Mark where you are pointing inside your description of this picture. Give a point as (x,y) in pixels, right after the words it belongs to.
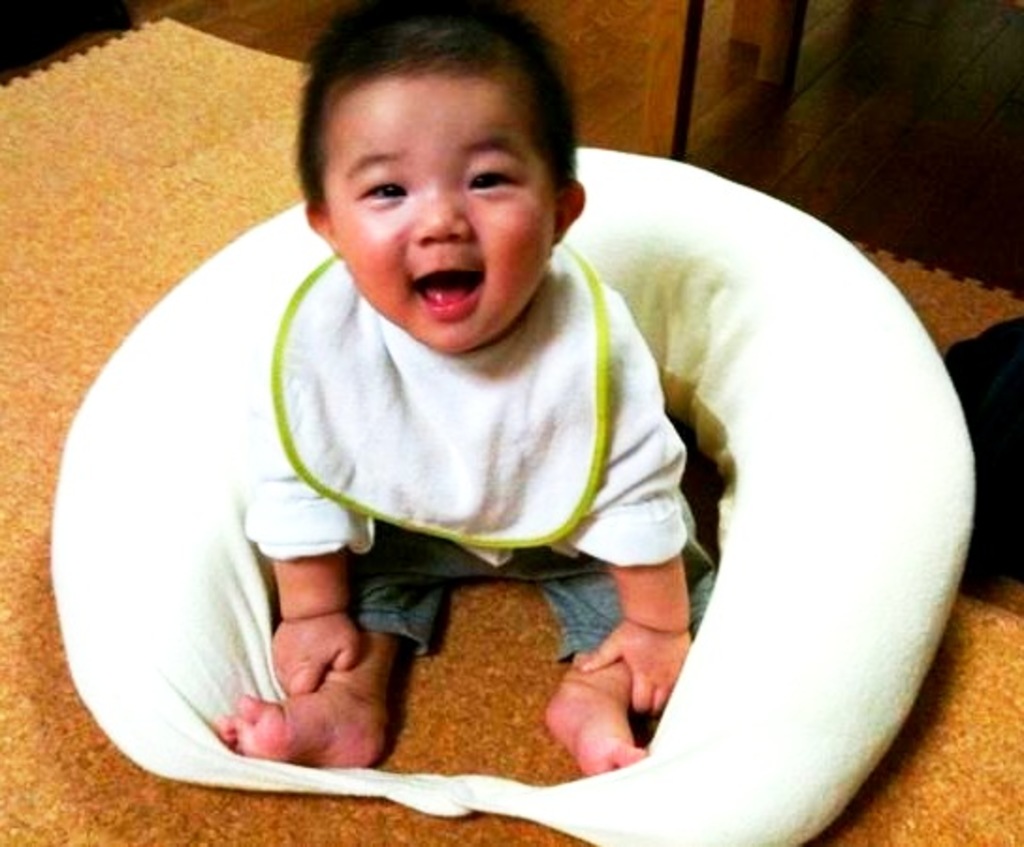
In this picture we can see a boy (462,542) sitting on a mat (74,704) and he is smiling.
